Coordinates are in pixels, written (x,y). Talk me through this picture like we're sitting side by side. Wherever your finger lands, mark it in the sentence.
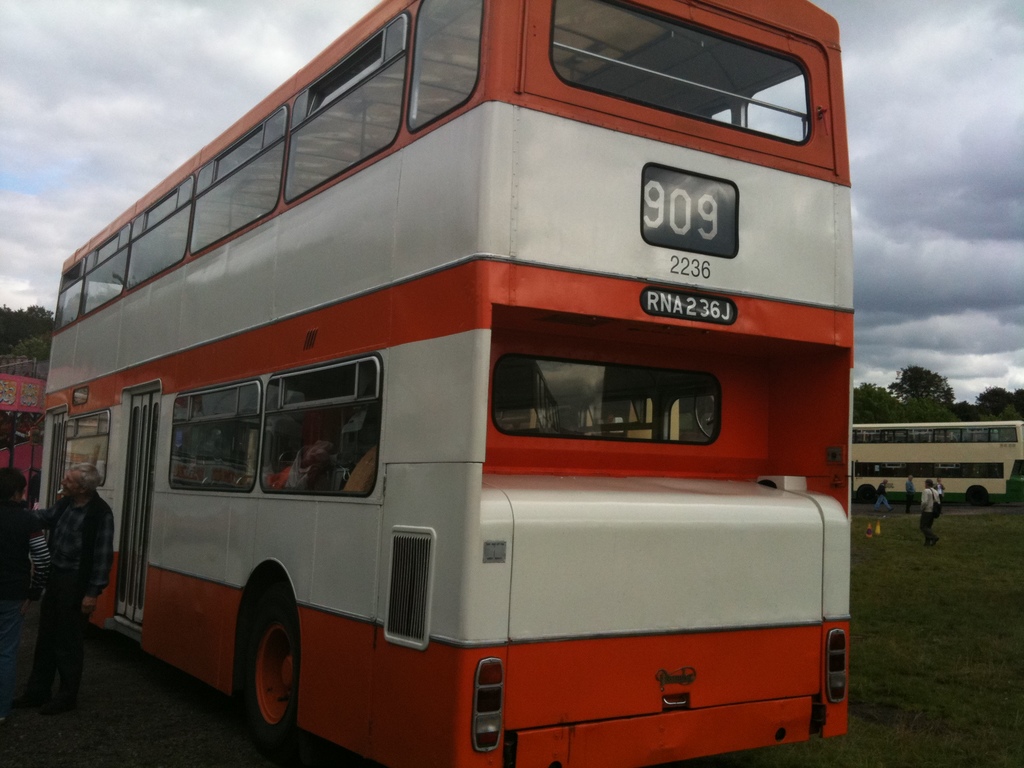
In the middle of the picture (630,373), we see a double decker bus (520,406) in red and white color. Beside that, we see two men (70,473) are standing. Behind them, we see a stall (23,394). On the right side (879,486), we see people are walking on the road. Behind them, we see a double decker bus (964,456) in white and green color. There are trees (862,388) in the background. At the top of the picture (11,65), we see the sky (5,144).
